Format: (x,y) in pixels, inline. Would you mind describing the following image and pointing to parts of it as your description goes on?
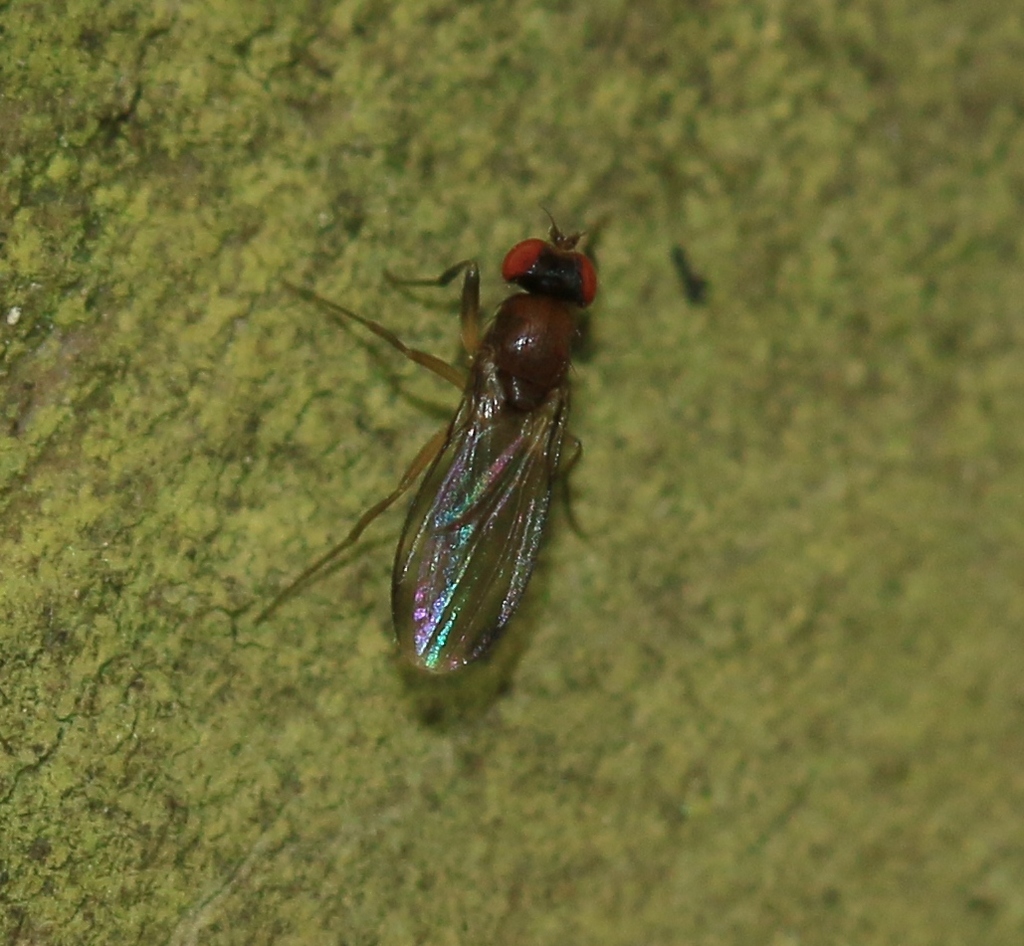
In the middle of the image (426,571) I can see an insect (471,542) is on the green surface (790,629).
